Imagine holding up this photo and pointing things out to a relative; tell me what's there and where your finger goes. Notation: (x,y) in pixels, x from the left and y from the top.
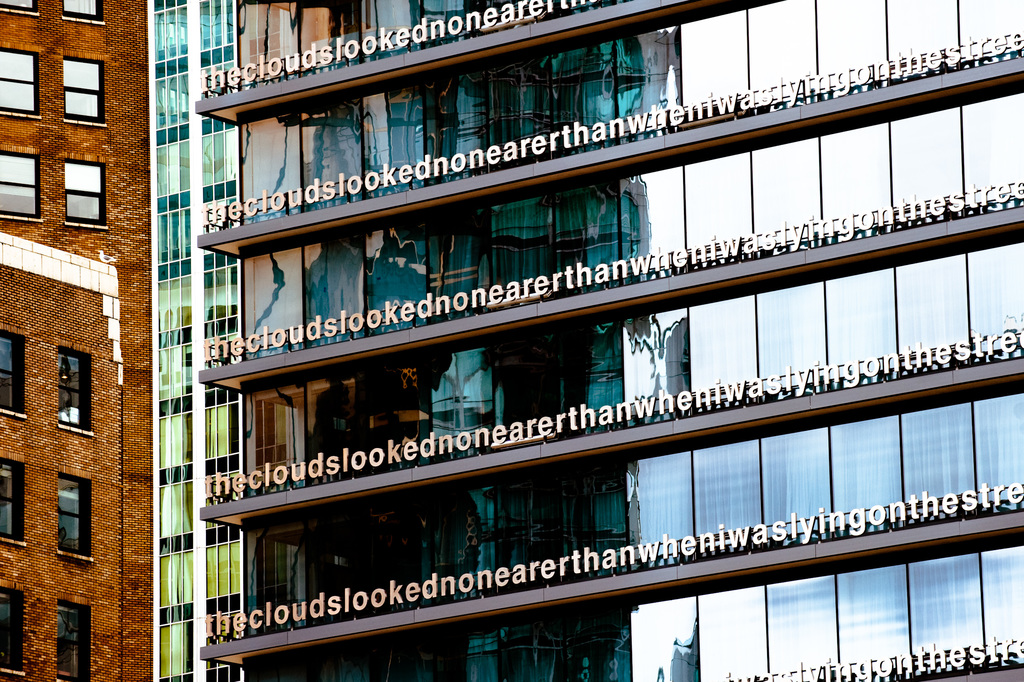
In this image, I can see buildings (430,396), windows (330,436) and boards (733,391). This image taken, maybe during a day.
